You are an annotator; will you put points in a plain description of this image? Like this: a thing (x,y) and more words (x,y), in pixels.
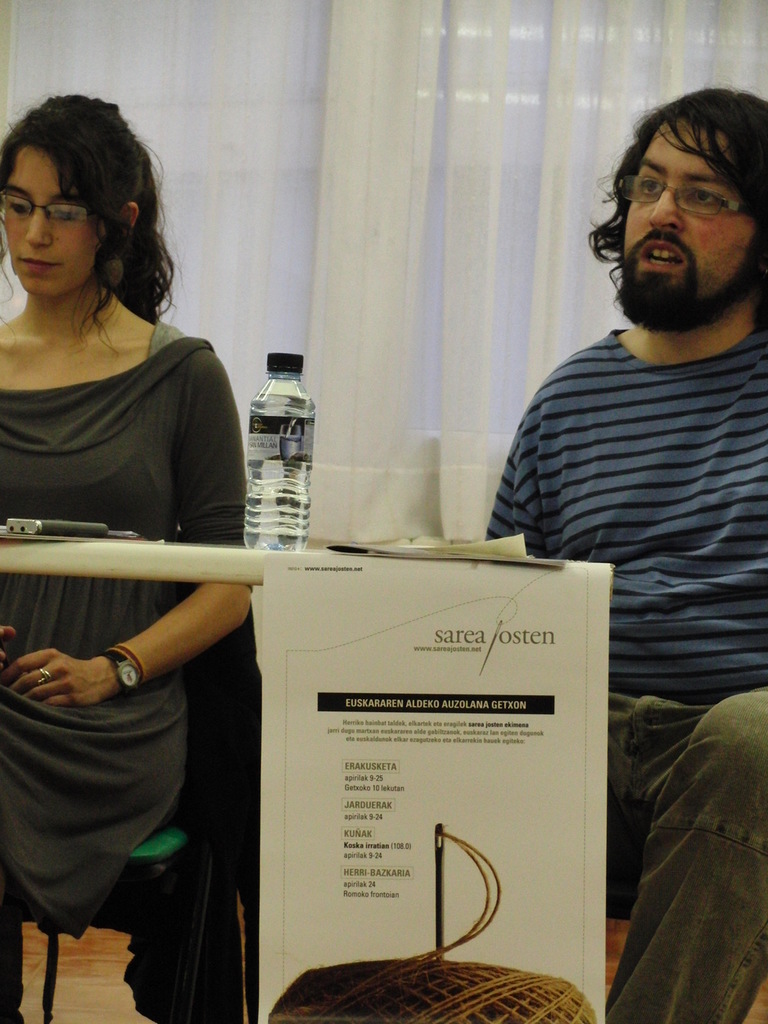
In this picture there is a woman (161,351) and a man (720,344) sitting on the chair (241,703). There is a bottle (265,517), phone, paper (436,546) on the table (144,545). There is a banner (426,807). There is a white curtain (439,143) at the background (479,245).
